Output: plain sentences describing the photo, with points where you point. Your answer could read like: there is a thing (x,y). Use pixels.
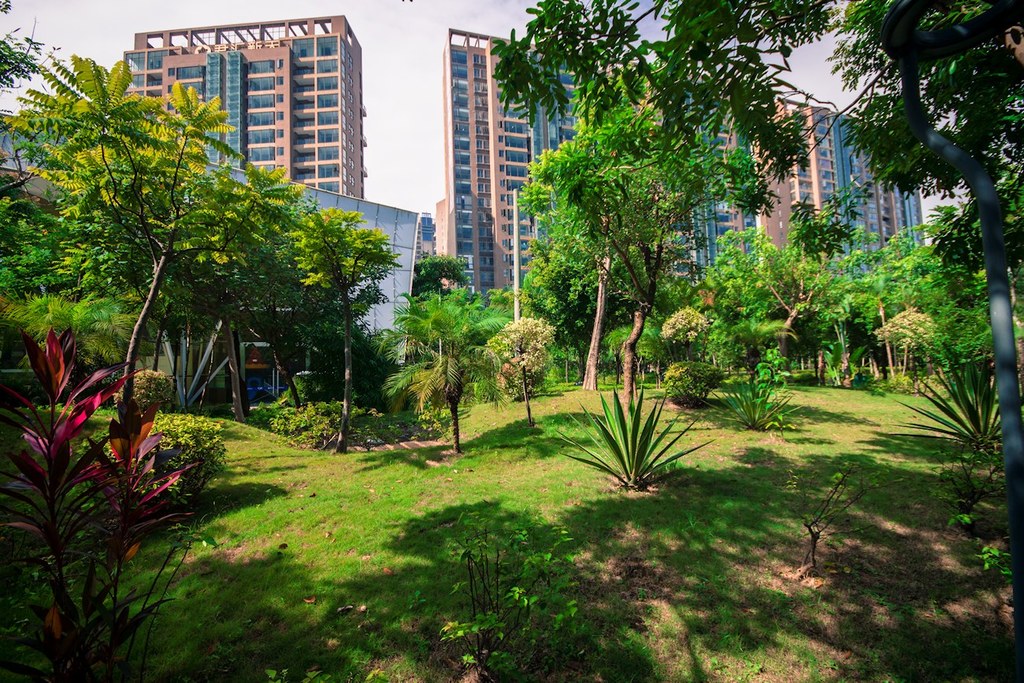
In the foreground of the picture (548,332) it is looking like a park (506,355) and there are plants (449,408), grass (478,428) and trees (510,332). In the middle of the picture (492,238) there are buildings (283,180). In the background (399,63) there is sky (828,88).
